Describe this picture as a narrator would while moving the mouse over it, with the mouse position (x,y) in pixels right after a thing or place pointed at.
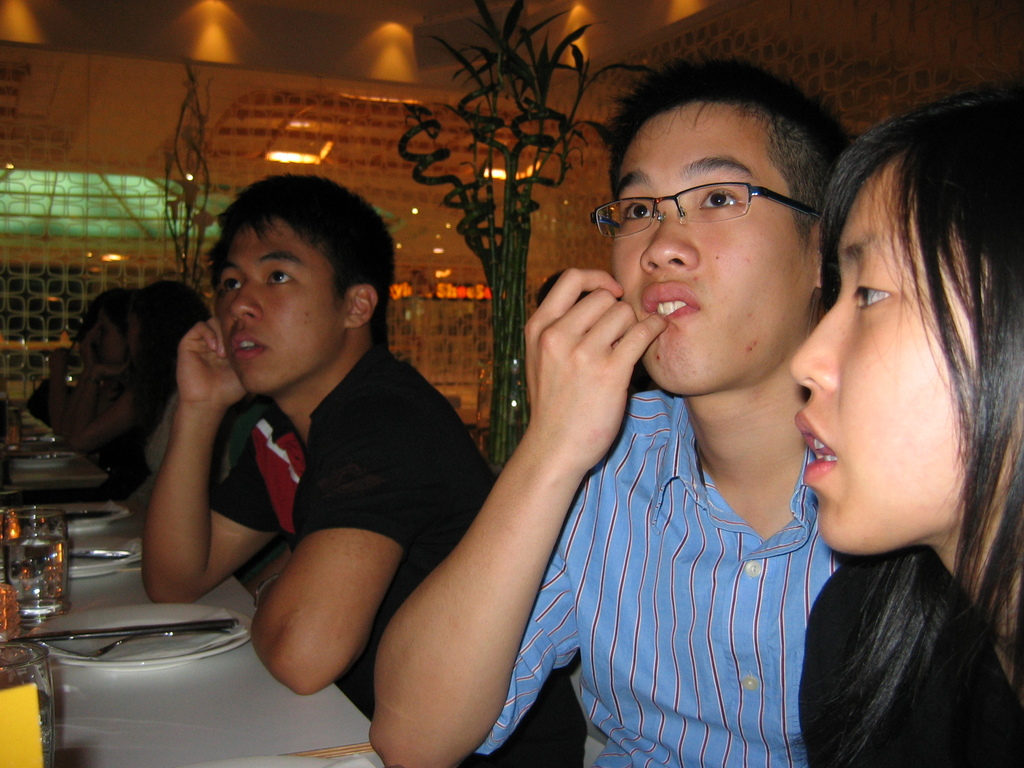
This picture describes about group of people (456,522), they are all seated, in front of them we can see few plates (83,622), glasses (50,558) and other things (66,650) on the table (183,693), in the background (567,168) we can see few lights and plants (516,85).
